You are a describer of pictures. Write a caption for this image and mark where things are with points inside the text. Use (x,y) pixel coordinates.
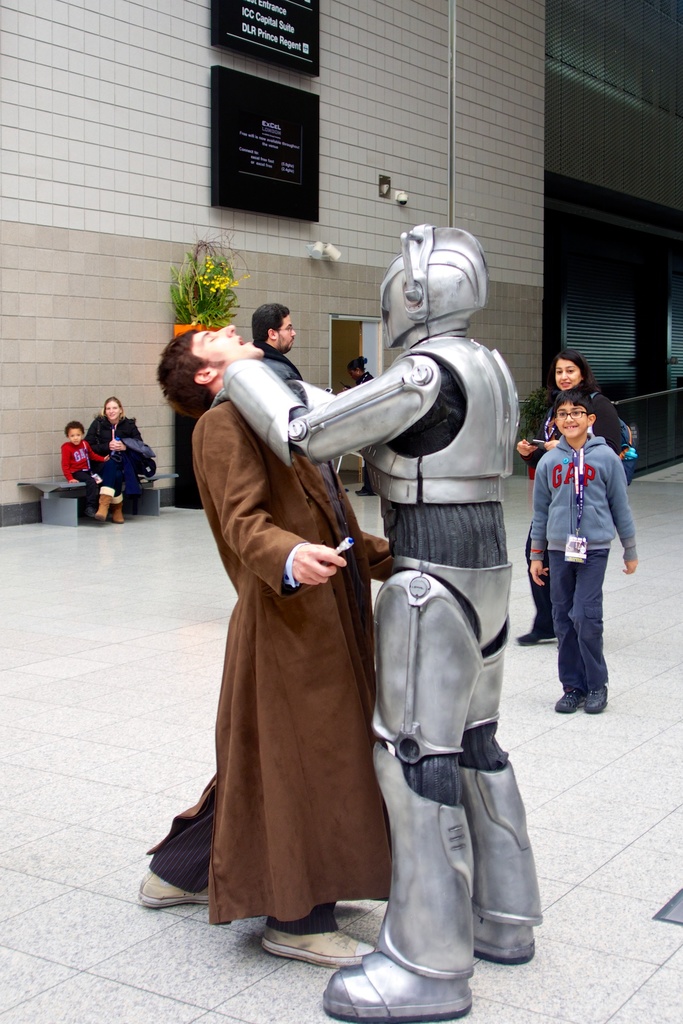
In this picture there is a person (496,818) with costume (444,783) is standing and holding the neck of the another person (267,547). At the back (560,541) there are two persons (81,463) sitting and there are group of people (271,345) walking. At the back (353,138) there is a building (353,138) and there are boards (265,123) on the wall (239,267) and there is a text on the boards (296,144). There are cameras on the wall (440,216) and there is a plant (220,317) in a pot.
